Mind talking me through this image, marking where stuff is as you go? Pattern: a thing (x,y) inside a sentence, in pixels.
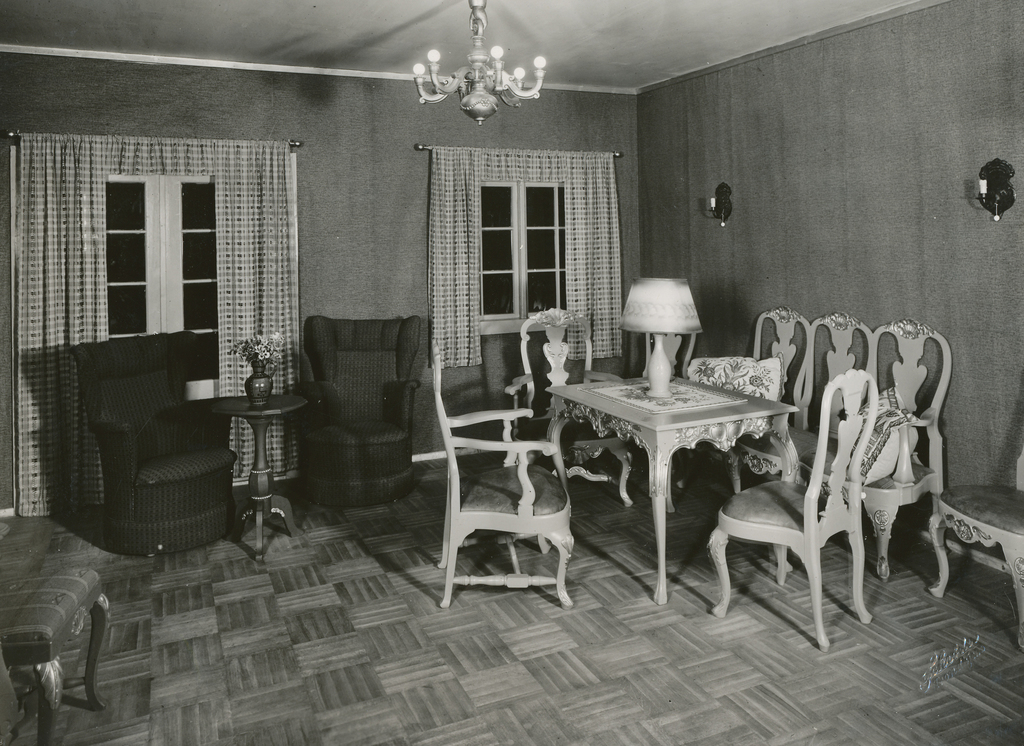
This is a black and white picture where there are chairs (529,365), tables (555,436), lamp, flower vase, chandelier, lights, curtains (102,197), windows (493,193).
